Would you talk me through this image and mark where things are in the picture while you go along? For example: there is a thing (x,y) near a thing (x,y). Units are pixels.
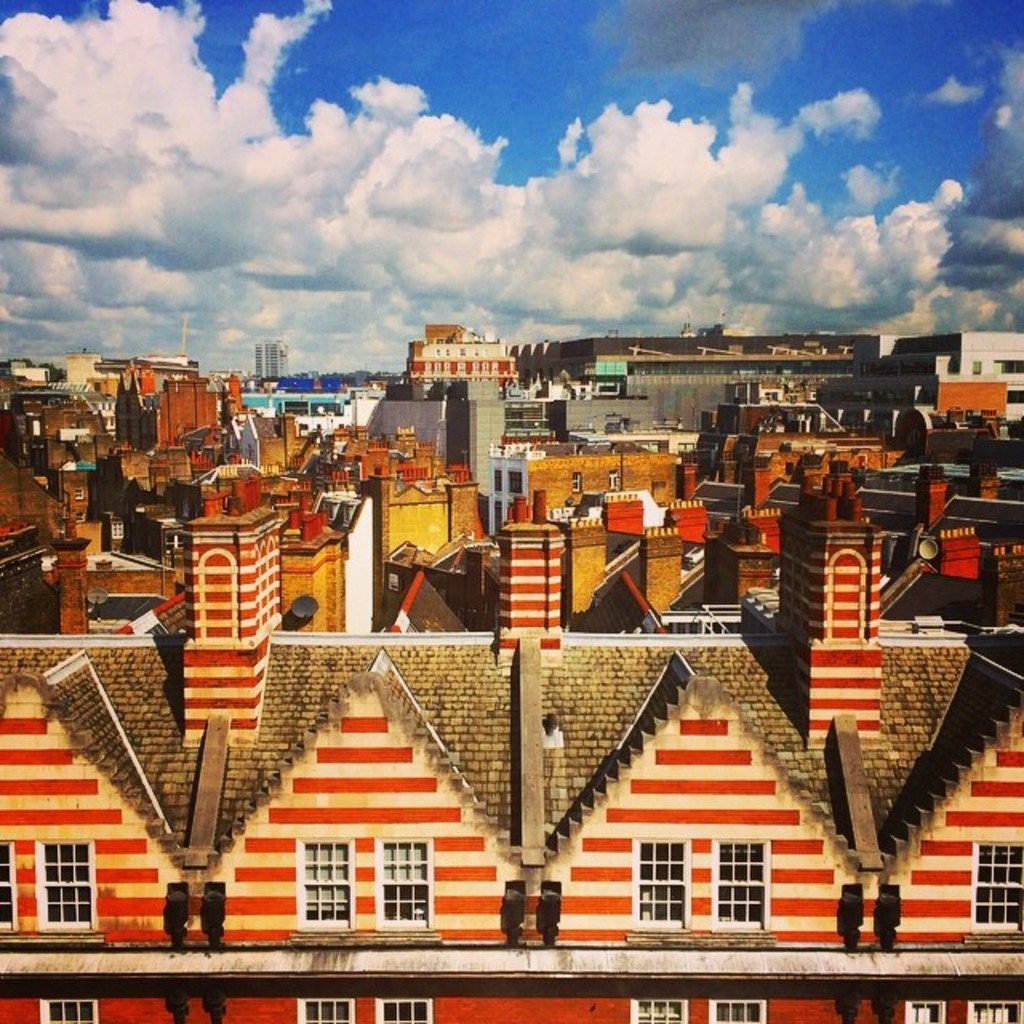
This is the picture of a city (574,404). In this image there are buildings (638,526). At the top (716,75) there is sky (709,76) and there are clouds (431,195). In the foreground (299,865) there are windows (49,898). At the back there are trees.
